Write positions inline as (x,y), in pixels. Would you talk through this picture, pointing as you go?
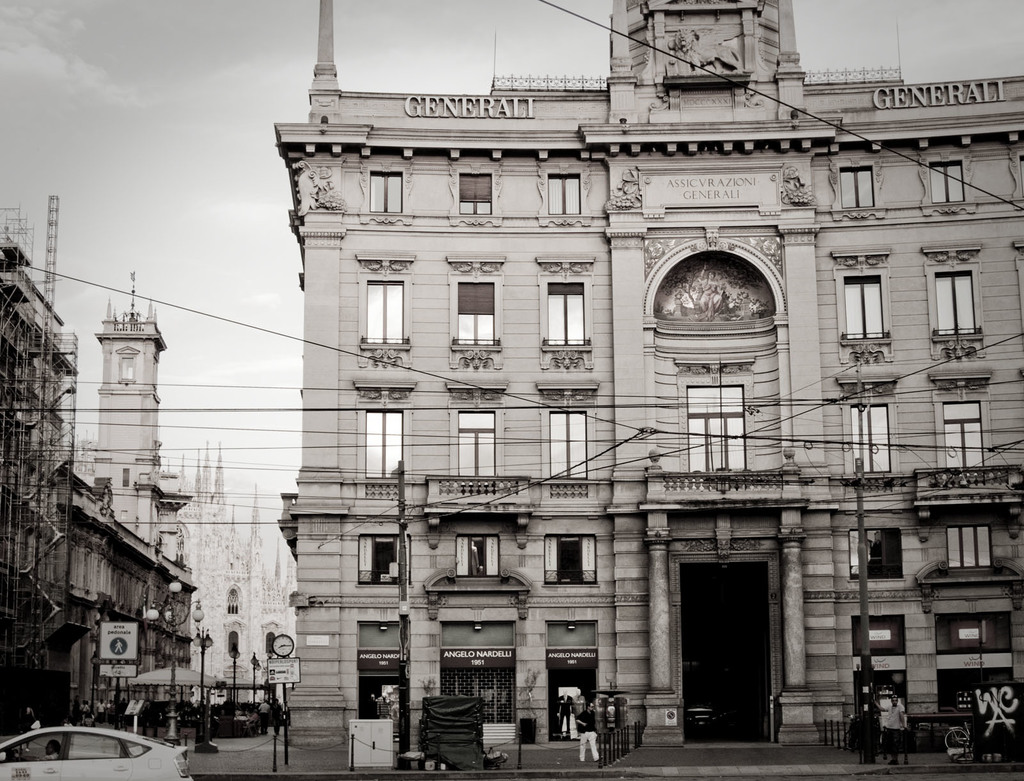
In this picture we can see a vehicle (139,759), beside this vehicle (109,773) we can see a fence (275,762), buildings (335,661), people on the ground (323,755), here we can see name boards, clock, sign board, umbrella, electric poles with lights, wires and some objects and we can see the sky (147,110) in the background (116,63).
